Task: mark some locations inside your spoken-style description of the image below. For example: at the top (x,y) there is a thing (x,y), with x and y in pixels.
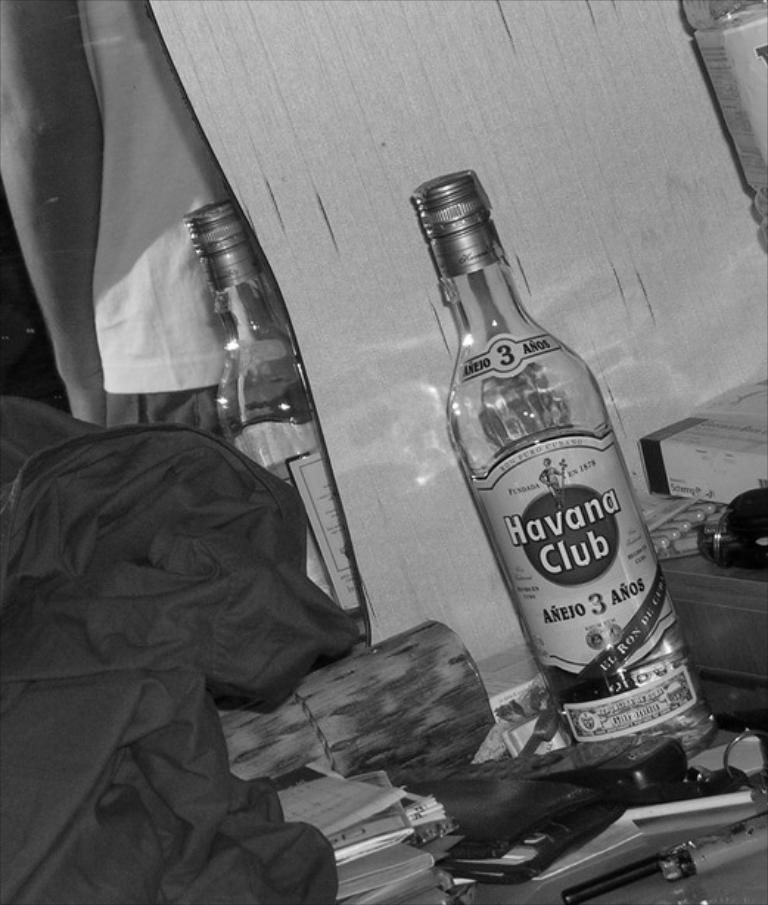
We can able to see a bottle (564,665), books (362,816), wallet (468,835), mobile (635,765), keys (739,785), jacket (227,628) and things (720,460). A mirror (223,395) on wall (289,184). In this mirror (171,171) there is a reflection (151,280) of person (213,340) and bottle (273,372).
